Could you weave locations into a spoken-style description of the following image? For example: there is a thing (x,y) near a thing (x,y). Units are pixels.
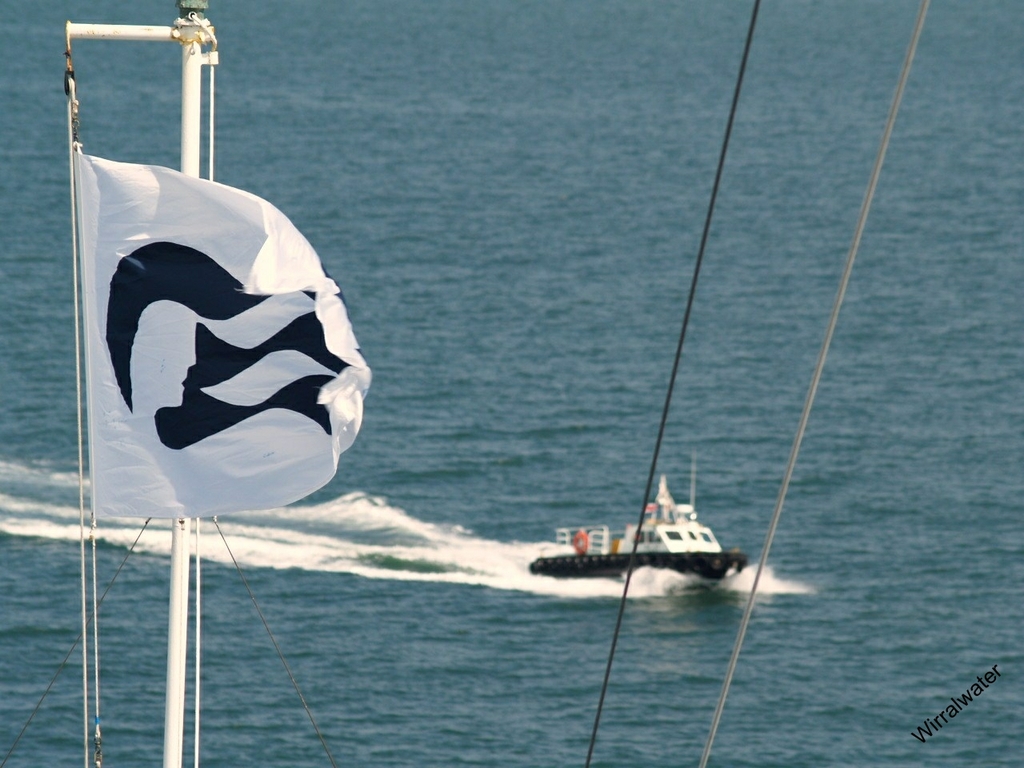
In this picture we can see water (642,276) and a ship (594,558) riding in the water (658,574) and we have poles (198,64) and a flag (131,408) to poles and some wires (844,279).
